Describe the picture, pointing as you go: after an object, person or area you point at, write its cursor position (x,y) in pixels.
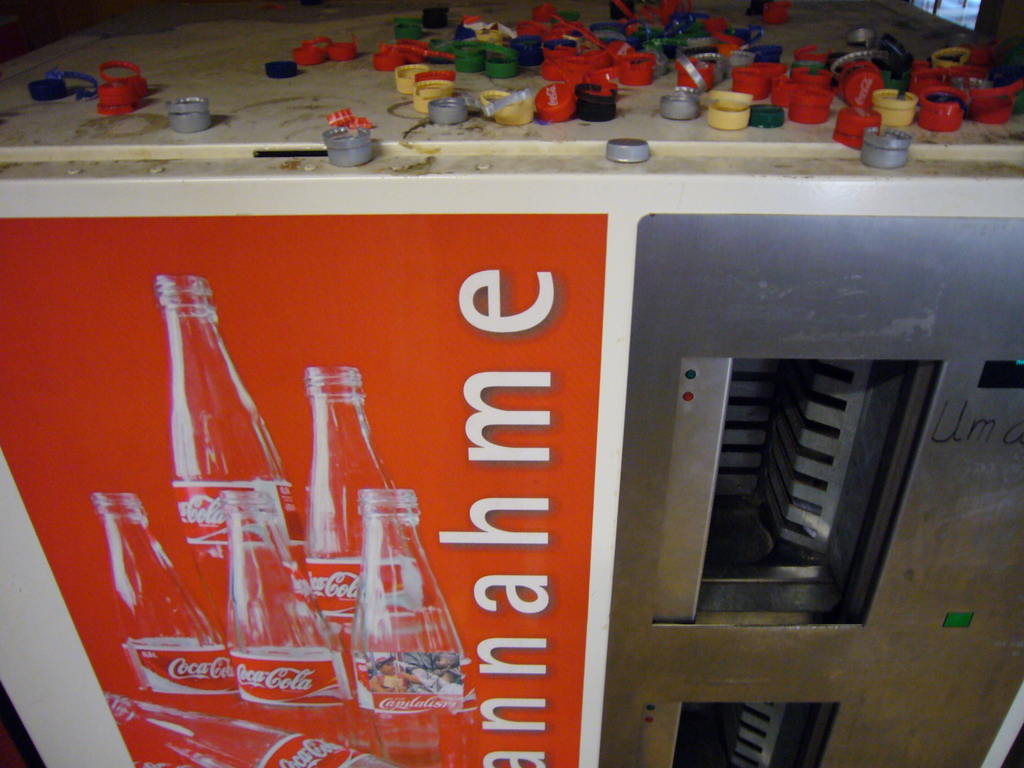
In the image there is a machine (222,505). On the machine (40,64) there is poster (241,562) with images (410,542) and something written on it. Above the machine (155,87) there are bottle caps (452,49).
